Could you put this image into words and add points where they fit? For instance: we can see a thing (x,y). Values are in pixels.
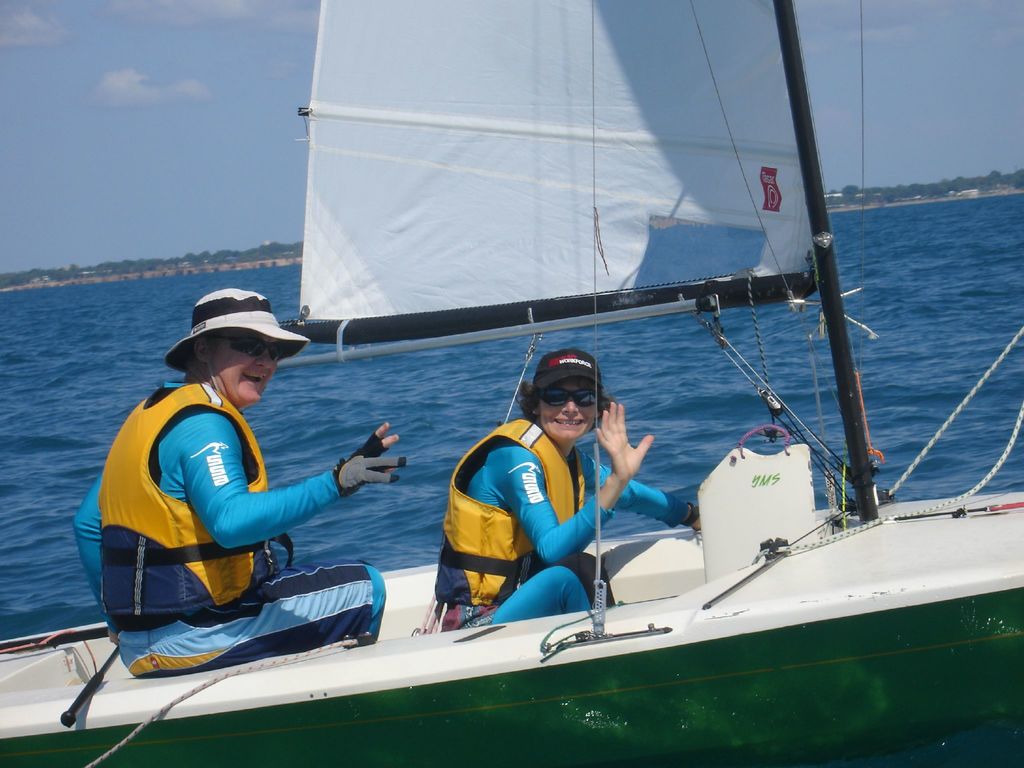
In the center of the image (526,494) there are two ladies (568,572) sitting in a ship (598,542). In the background of the image (63,260) there are trees (77,272), water (159,308), sky (140,177).
